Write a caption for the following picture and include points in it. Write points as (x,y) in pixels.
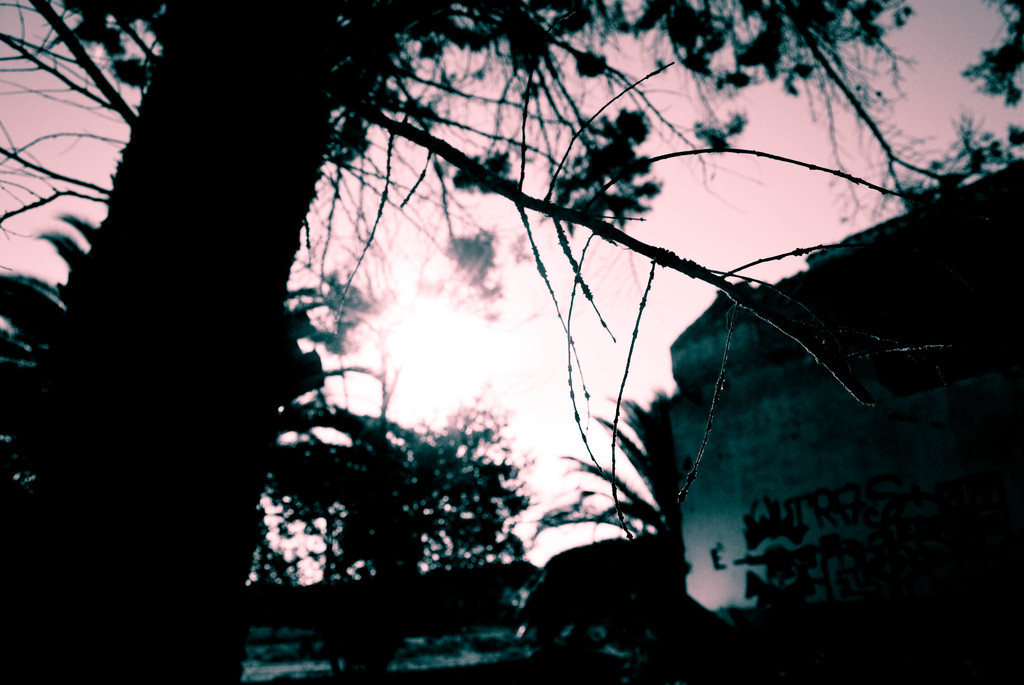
In this image there are trees (429,449). there is a building (801,529) on the right side (822,449). The sky (502,349) is pink.
